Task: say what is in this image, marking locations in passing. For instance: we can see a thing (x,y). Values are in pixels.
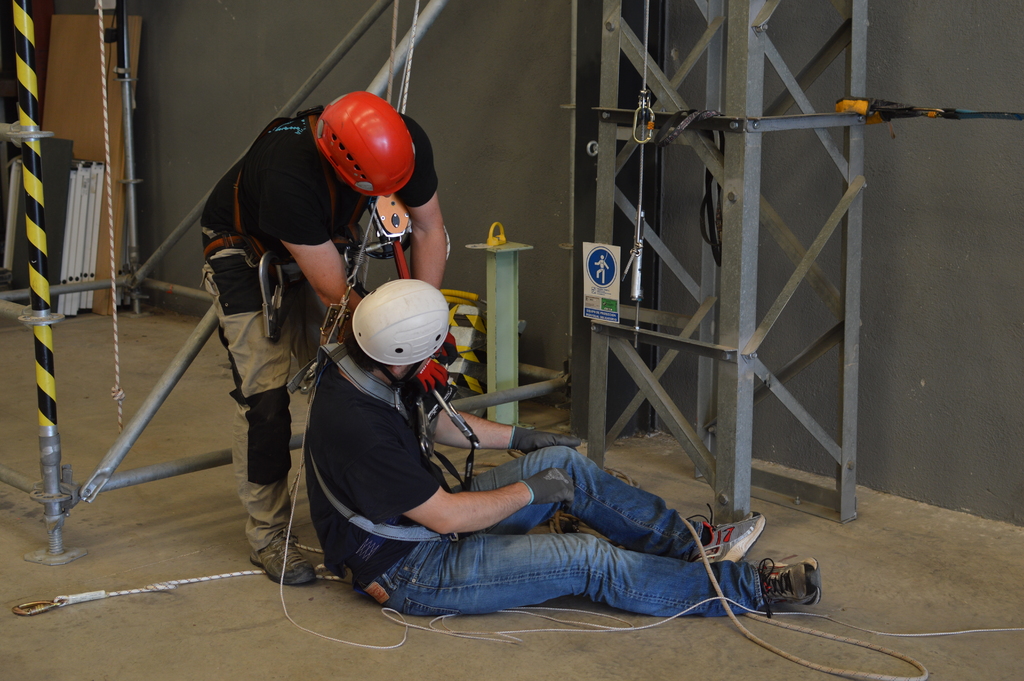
This picture is clicked inside the room (451,163). In the foreground (522,531) we can see a person (402,385) wearing a helmet (401,316) and sitting on the ground (49,628) and we can see the ropes (648,624), we can see another person (351,162) wearing a helmet (359,158) and holding some object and standing on the ground (337,588). In the background (501,91) we can see the wall (497,96), metal rods (740,72) and some other objects (93,147) and we can see the text (601,317) and the depiction (606,253) of a person (594,268) on the poster (605,271).
